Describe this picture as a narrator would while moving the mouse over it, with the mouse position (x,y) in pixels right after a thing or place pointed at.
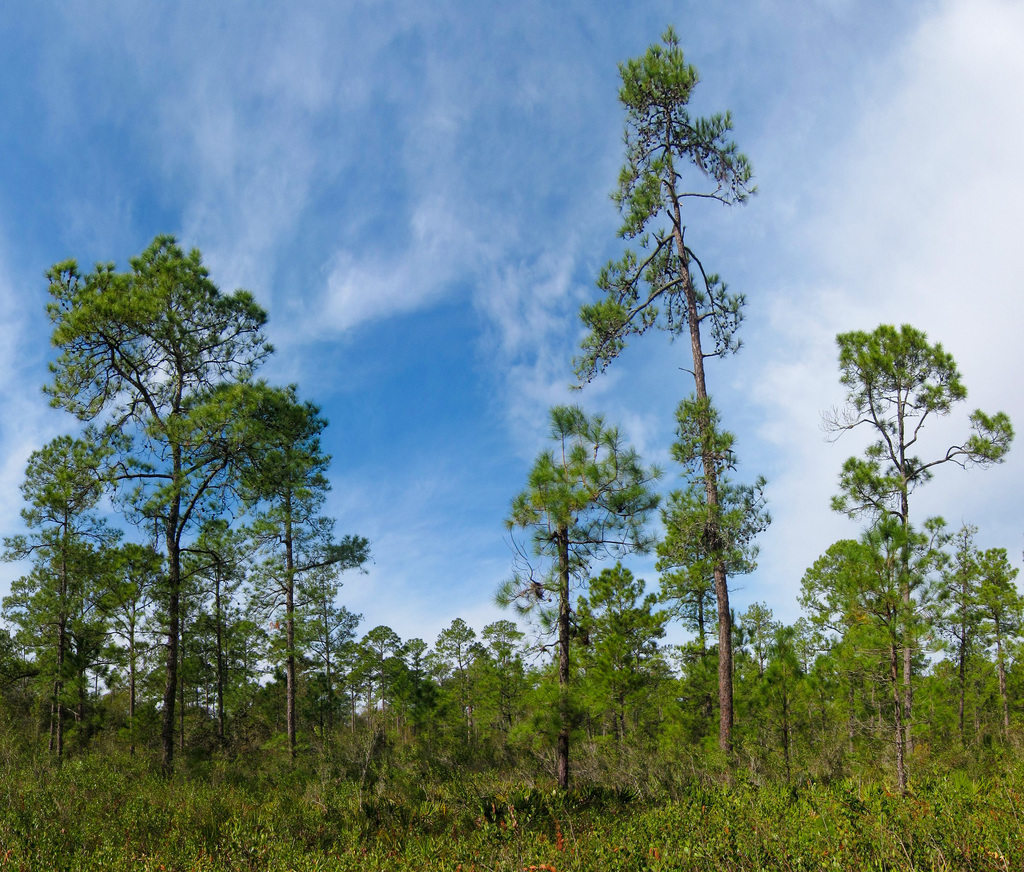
In this picture we can see plants (471,775) and trees (387,676) and behind the trees (206,714) there is a sky (406,292).
